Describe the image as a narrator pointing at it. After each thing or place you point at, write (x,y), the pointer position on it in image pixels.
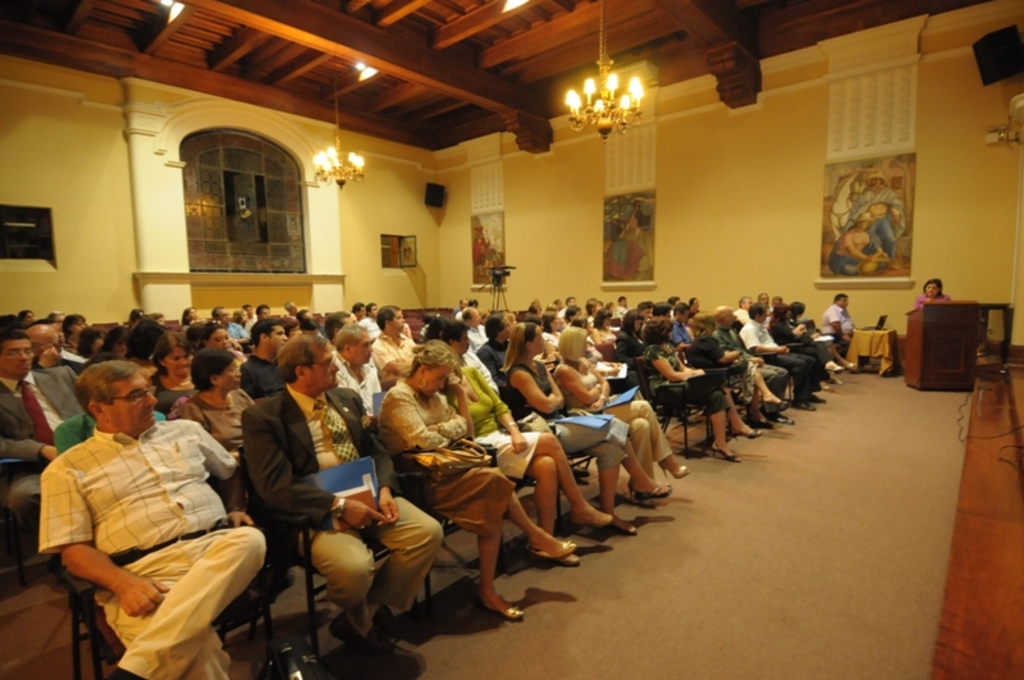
In this image, we can see a group of people (568,484) are sitting on the chairs (233,622). Here we can see few objects (558,436), table (867,339), laptop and podium (954,338). On the right side of the image (963,352), a person (936,295) is standing behind the podium (932,317). Background (549,244) there is a wall (585,227), photo frames (863,228), speakers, camera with stand (497,288) and glass (278,220). Top of the image (400,41), we can see wooden objects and chandeliers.
